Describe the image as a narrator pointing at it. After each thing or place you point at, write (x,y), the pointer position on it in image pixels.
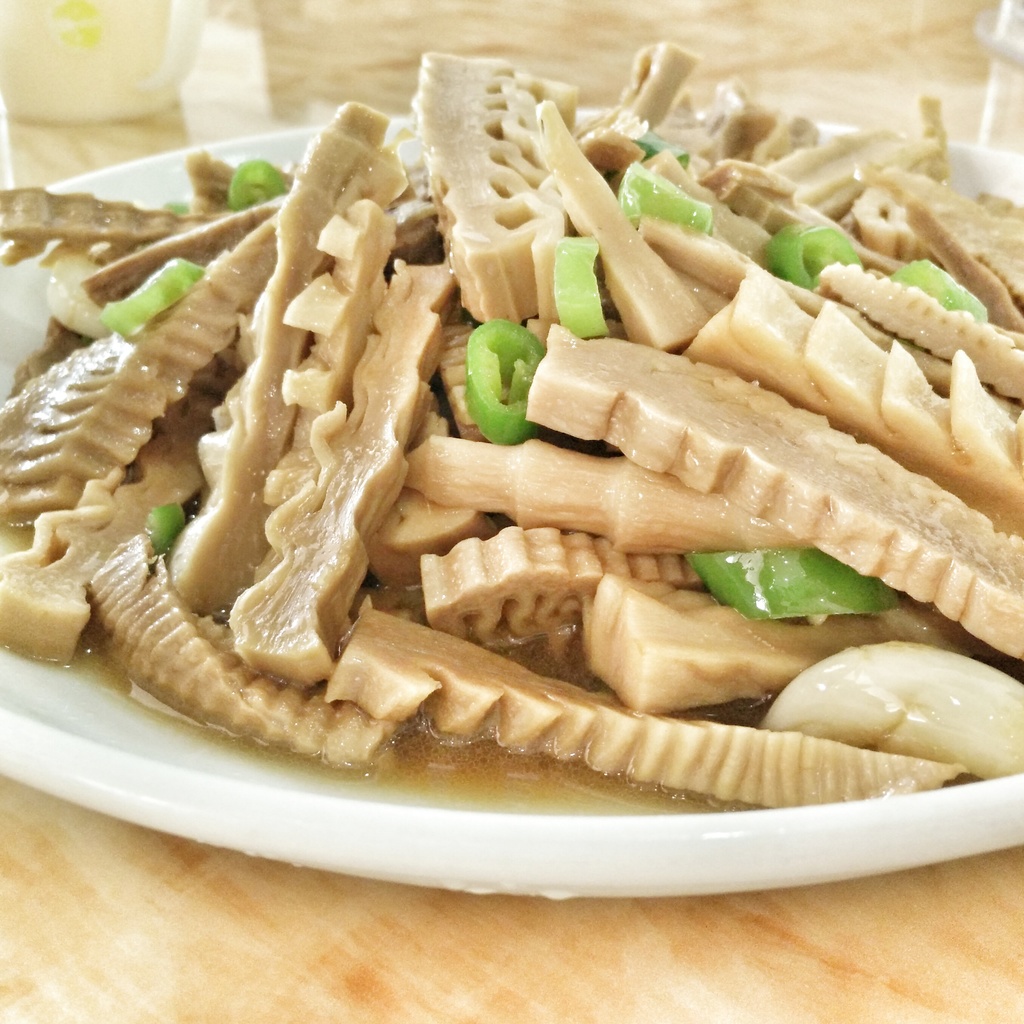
We can see plate (234,810) with food (494,271) and cup (128,78) on the wooden platform (858,85).
